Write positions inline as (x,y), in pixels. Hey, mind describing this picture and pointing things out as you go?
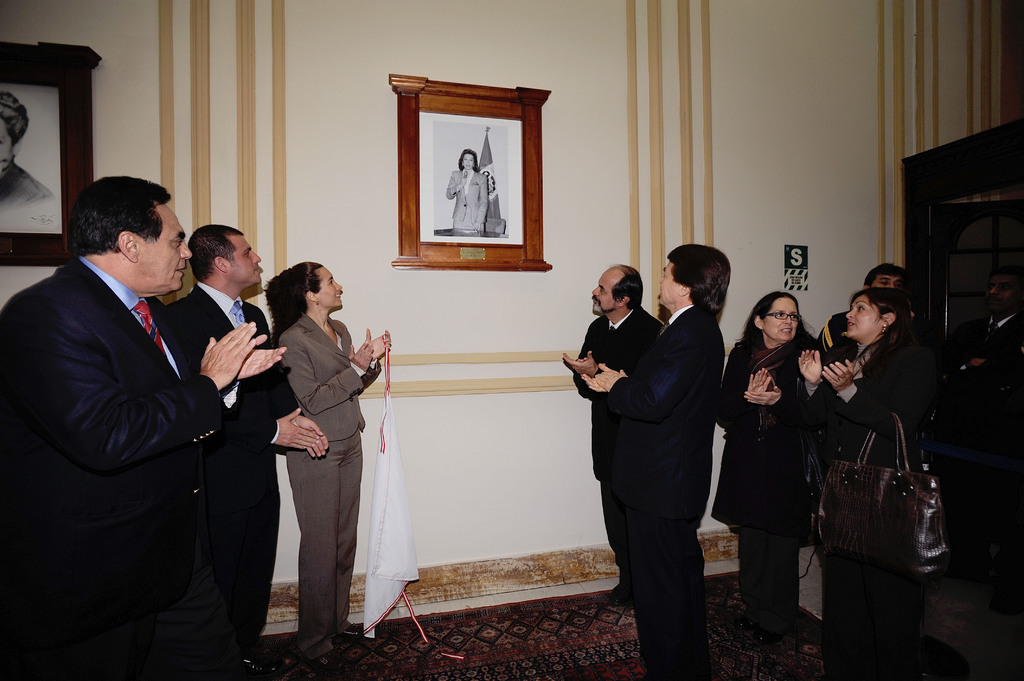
In this picture I can see few people (587,356) who are standing in front (37,559) and I see that all of them are wearing formal dress (66,335). In the background (571,402) I can see the wall (716,219), on which there are 2 photo frames (70,168) and I can also see that few of them are carrying bags (920,524).
